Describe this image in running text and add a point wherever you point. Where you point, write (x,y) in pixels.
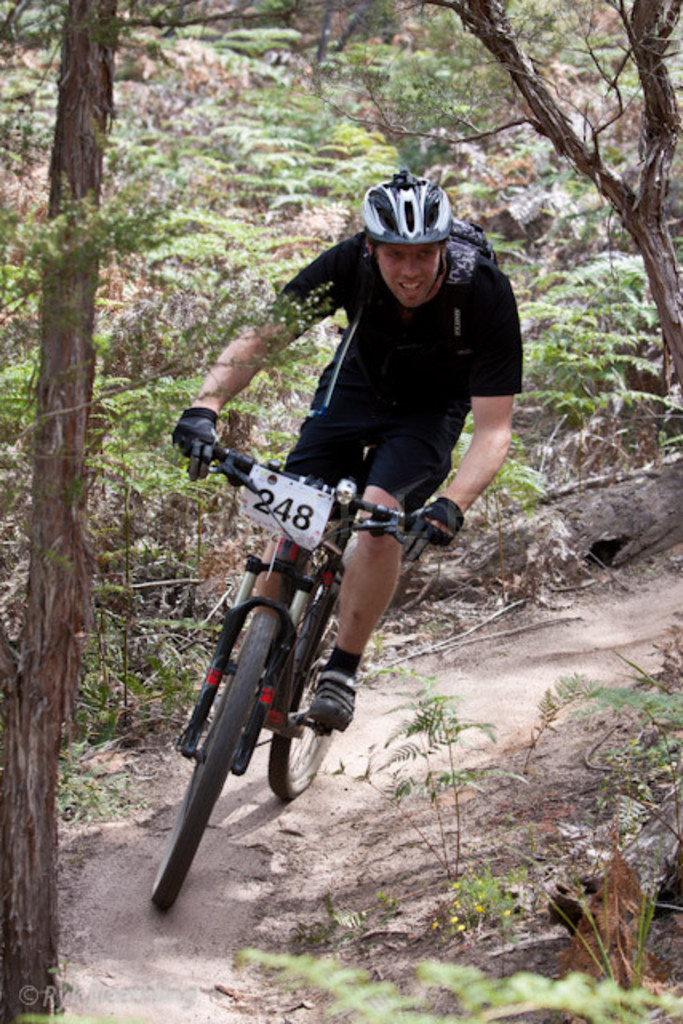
There is a man (357,480) riding a bicycle (173,865). In the background (146,48) we can see plants (259,94) and trees (138,229).
